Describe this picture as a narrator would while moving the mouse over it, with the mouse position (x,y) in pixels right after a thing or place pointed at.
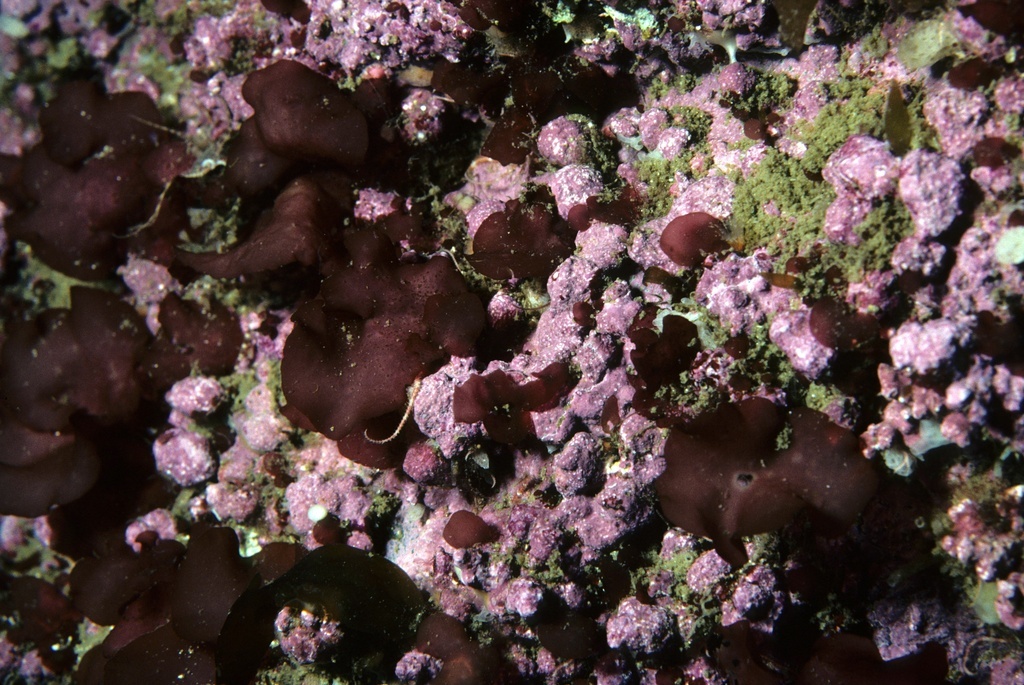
In this picture we can see there are some objects (355,231) seems to be the coral leaves (760,521) and we can see some marine objects (813,154).
